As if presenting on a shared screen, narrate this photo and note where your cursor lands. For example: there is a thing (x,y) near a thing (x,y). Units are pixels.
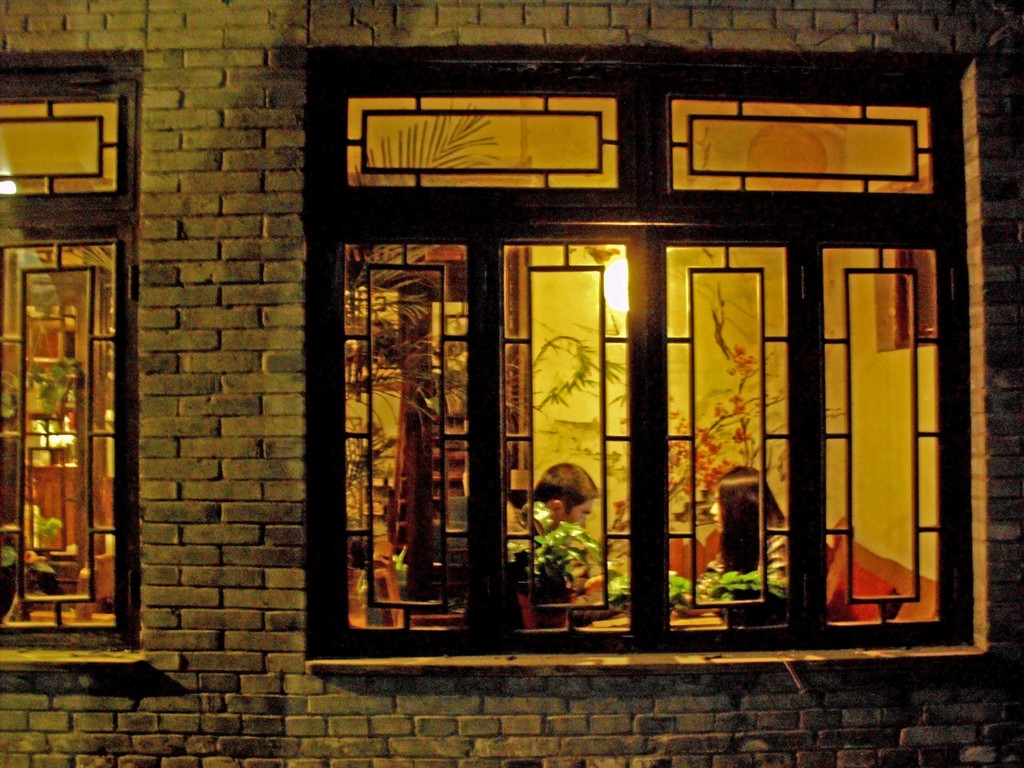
In the picture we can see a building (979,700) with a window (903,490) with a glass (611,289) inside it, we can see a man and woman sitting on the chair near the table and near the window (642,349) we can see some plants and beside the window (358,583) we can see another window (29,316) with a glass (40,427) to it.
